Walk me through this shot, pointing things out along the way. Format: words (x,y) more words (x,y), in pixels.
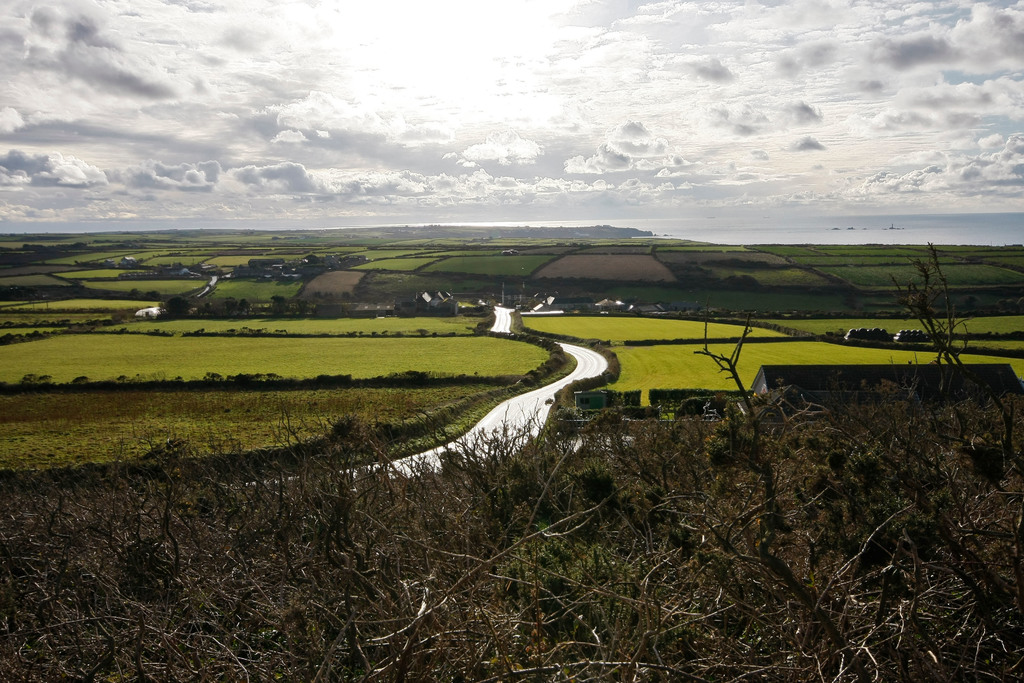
In this image I can see the road (528,396). In the background (516,390), I can see the ground (418,281) in which I can see the green grass (310,319). At the top (520,146) I can see the clouds (799,106) in the sky (618,152).
